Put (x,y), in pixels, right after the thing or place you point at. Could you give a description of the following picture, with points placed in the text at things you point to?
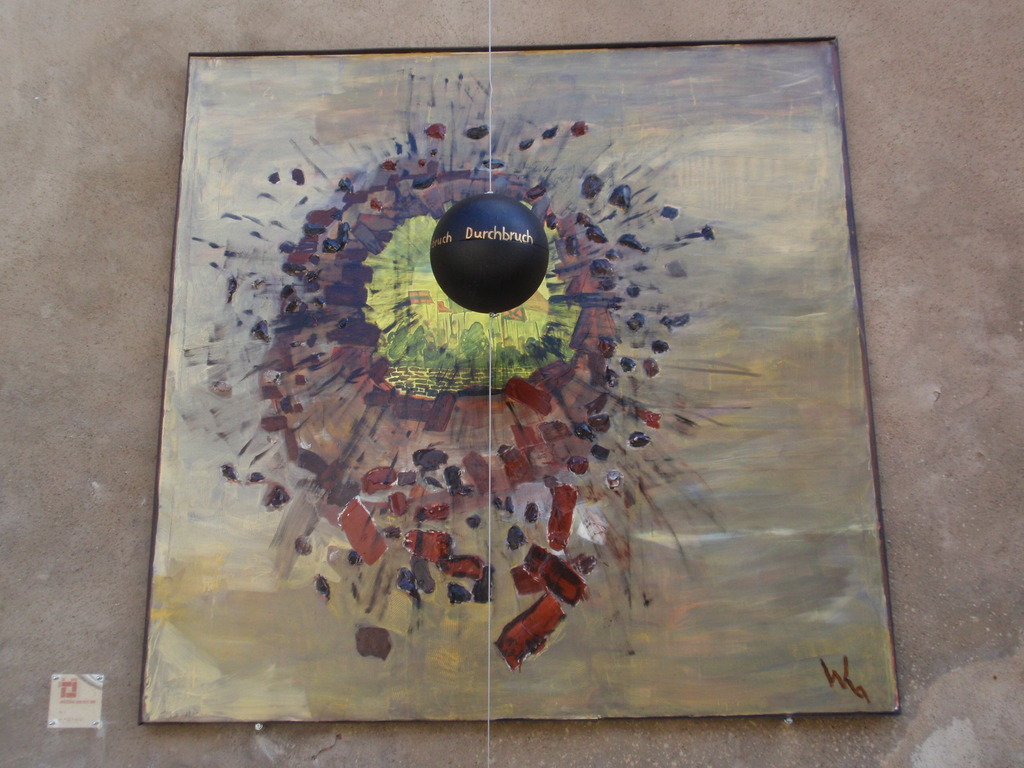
In the image in the center (501,260) we can see black ball (481,263) and thread (487,689) tied to it. In the background (495,101) there is a wall (916,25) and painting board (688,252).
